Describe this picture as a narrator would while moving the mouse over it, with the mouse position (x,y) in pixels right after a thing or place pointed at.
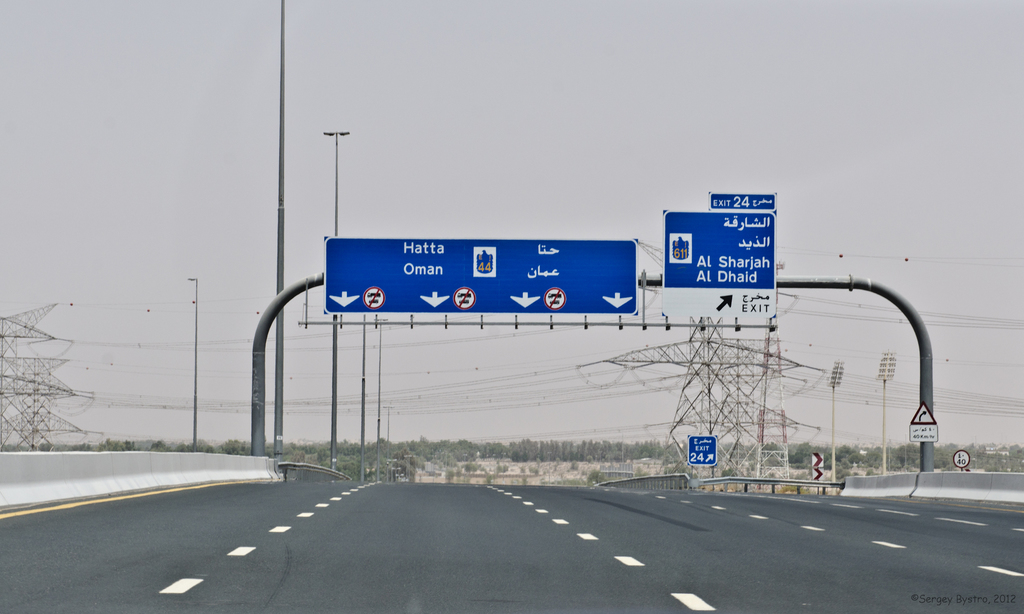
In the center of the image (393,260) there is a sign board (692,312). There is road (363,560). In the background of the image (701,406) there are electric towers (677,361), street lights (333,418), trees (340,463).
